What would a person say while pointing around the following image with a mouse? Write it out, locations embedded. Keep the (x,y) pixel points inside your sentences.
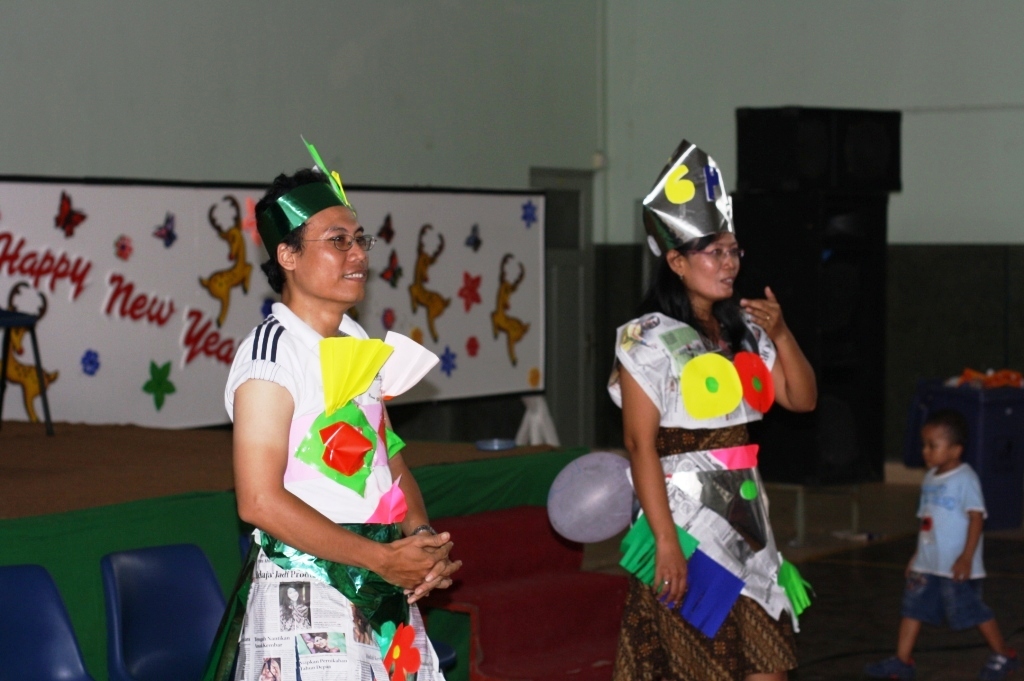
In this image there are two persons (276,505) standing in middle of this image (357,408), and there is one person (928,548) on the right side of this image (926,543). There is a wall (552,138) in the background (32,136). There are two chairs (110,606) in the bottom left corner of this image (157,593). There is some poster (102,377) is in the background (393,310).
